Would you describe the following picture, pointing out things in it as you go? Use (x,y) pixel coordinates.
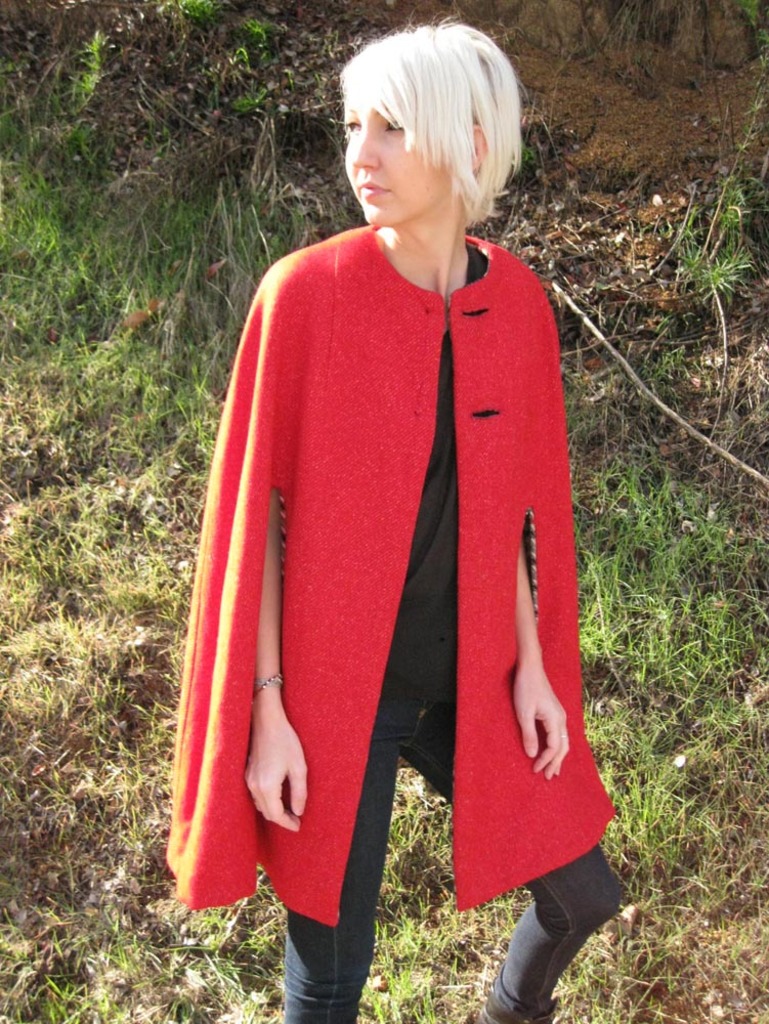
In the center of the image (299,527) we can see a lady (431,524) is standing and wearing a coat (505,556), jeans (588,886). In the background of the image (42,786) we can see the grass (10,742). At the bottom of the image (399,838) we can see the ground (765,824).
